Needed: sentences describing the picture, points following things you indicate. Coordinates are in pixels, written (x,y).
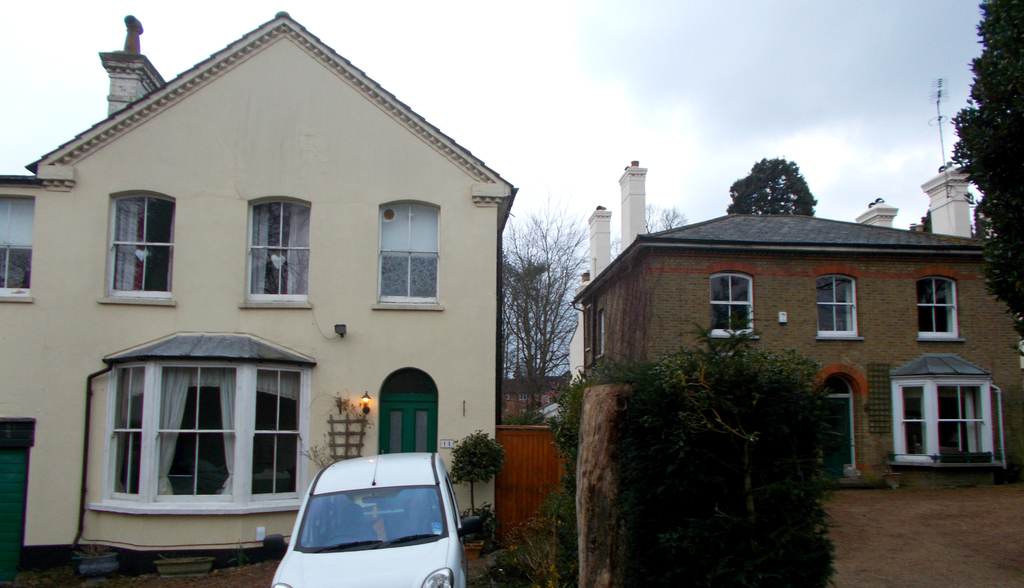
On the left side (194,238) there is a building (158,242) with windows (180,362). Near to the building (334,348) there is a car (384,519). Also there are trees (775,427). On the right side (775,340) there is a building (830,337) with windows (946,436). In the background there are trees (988,195). Also there is sky (571,79).
